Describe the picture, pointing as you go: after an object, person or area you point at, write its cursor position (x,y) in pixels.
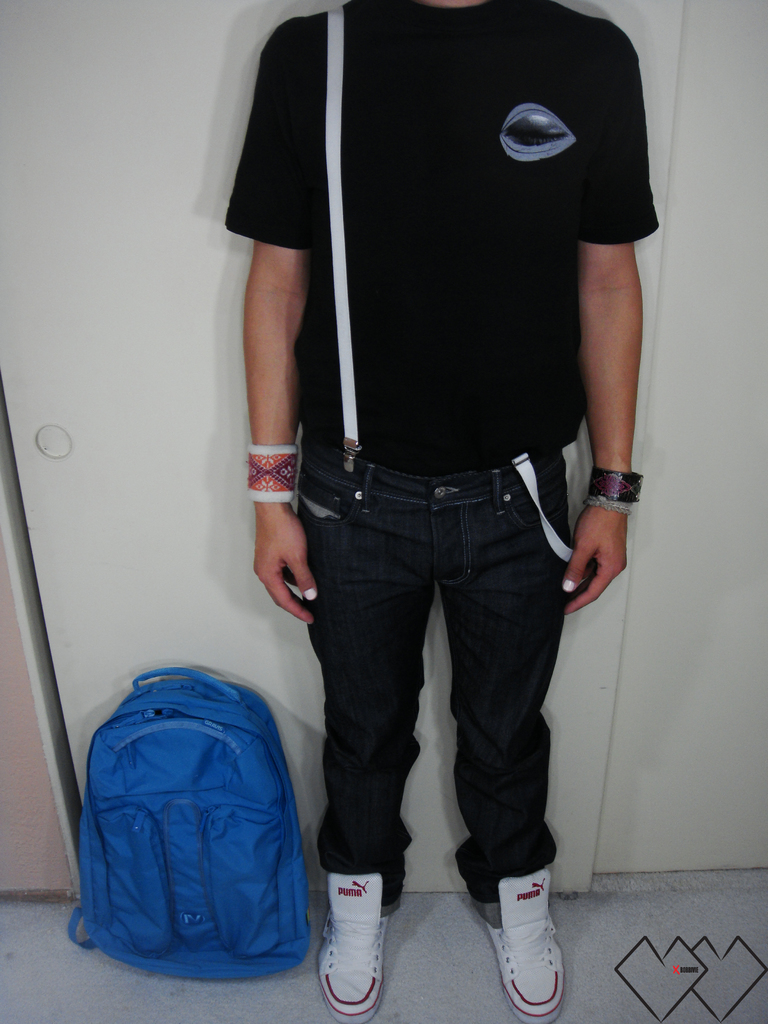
In this picture we can see a man (326,255) whose head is not visible and he is in black shirt (465,373), black jeans (527,853) and white shoes (515,888) and beside him there is a blue backpack (232,765).
